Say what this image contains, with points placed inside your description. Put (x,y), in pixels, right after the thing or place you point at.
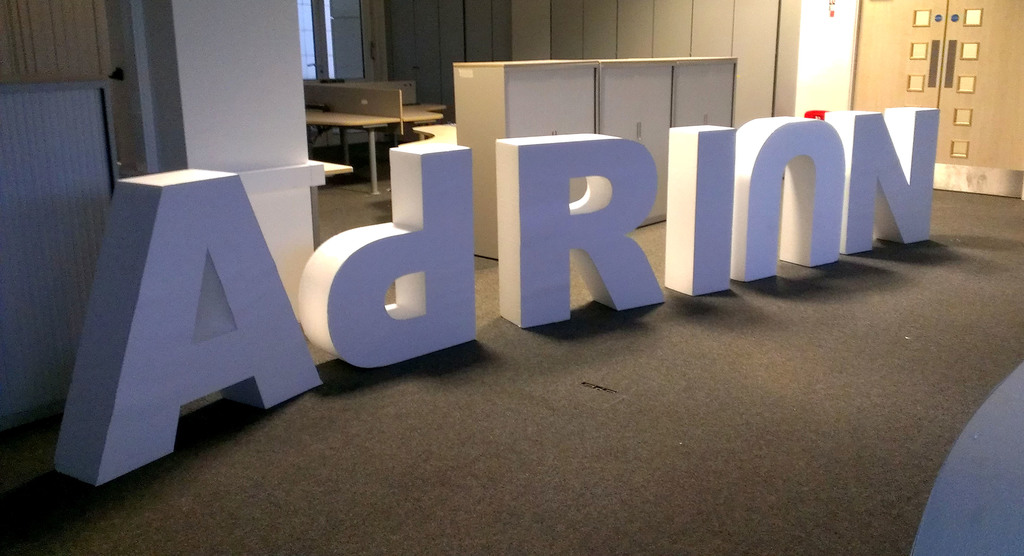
In this image there are letter blocks (683,193) on the ground (576,304). In the background (575,67) there are cupboards (630,71). On the right side (978,58) top there is a door (960,24). In the background (339,34) there is a window (359,29). Behind the blocks (392,156) there's a wall (255,53).
